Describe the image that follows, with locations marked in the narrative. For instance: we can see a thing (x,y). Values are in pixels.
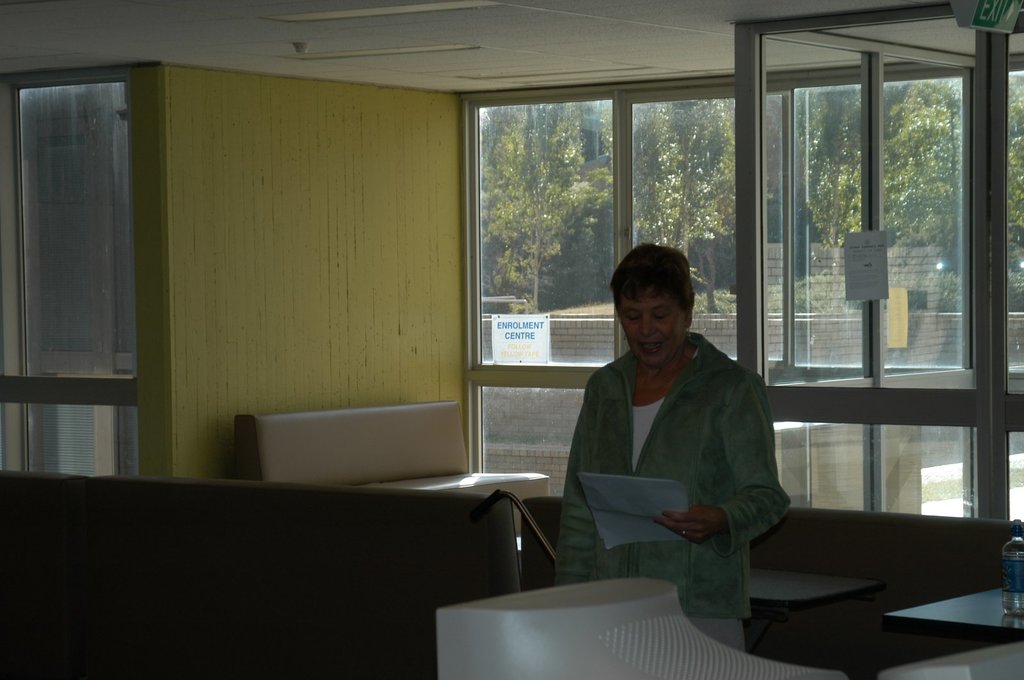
The picture is clicked inside a building (374,350) where a woman (612,558) who is wearing a green coat (608,412) is holding a paper (624,491) in her hand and there are sofas (322,483), tables (817,598) all over the place. In the background (918,311) we observe glass doors (803,297) and a green wall (263,223).
